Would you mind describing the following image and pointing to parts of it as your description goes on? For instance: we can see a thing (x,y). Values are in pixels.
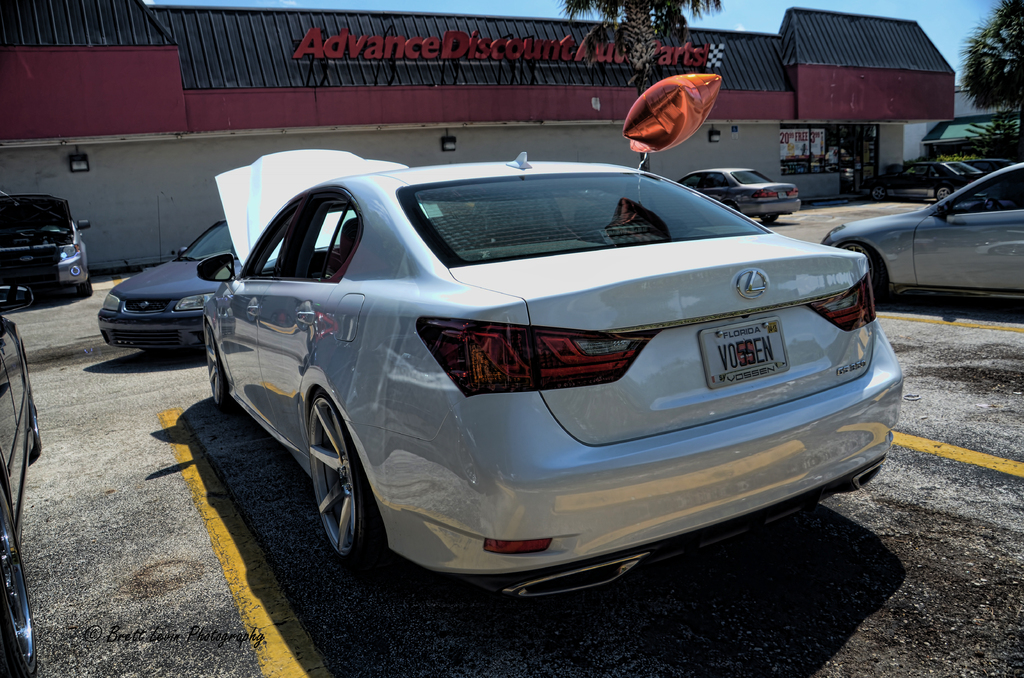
In this picture I can observe some cars (368,344) parked in the parking lot (919,371). In the background (156,83) I can observe building (448,119), trees (1014,58) and sky (531,14).
